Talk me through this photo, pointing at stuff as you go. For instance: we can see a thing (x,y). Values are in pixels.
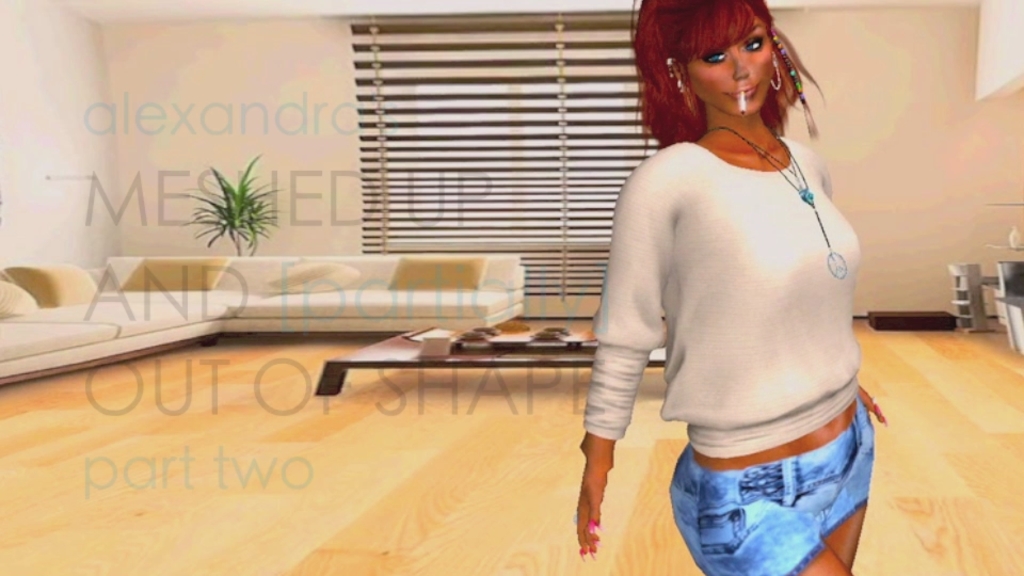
This image is an animated image and in the center (619,358) there is a woman (762,342) standing and in the background (245,296) there are sofas (245,315) and there is a table (489,362).
